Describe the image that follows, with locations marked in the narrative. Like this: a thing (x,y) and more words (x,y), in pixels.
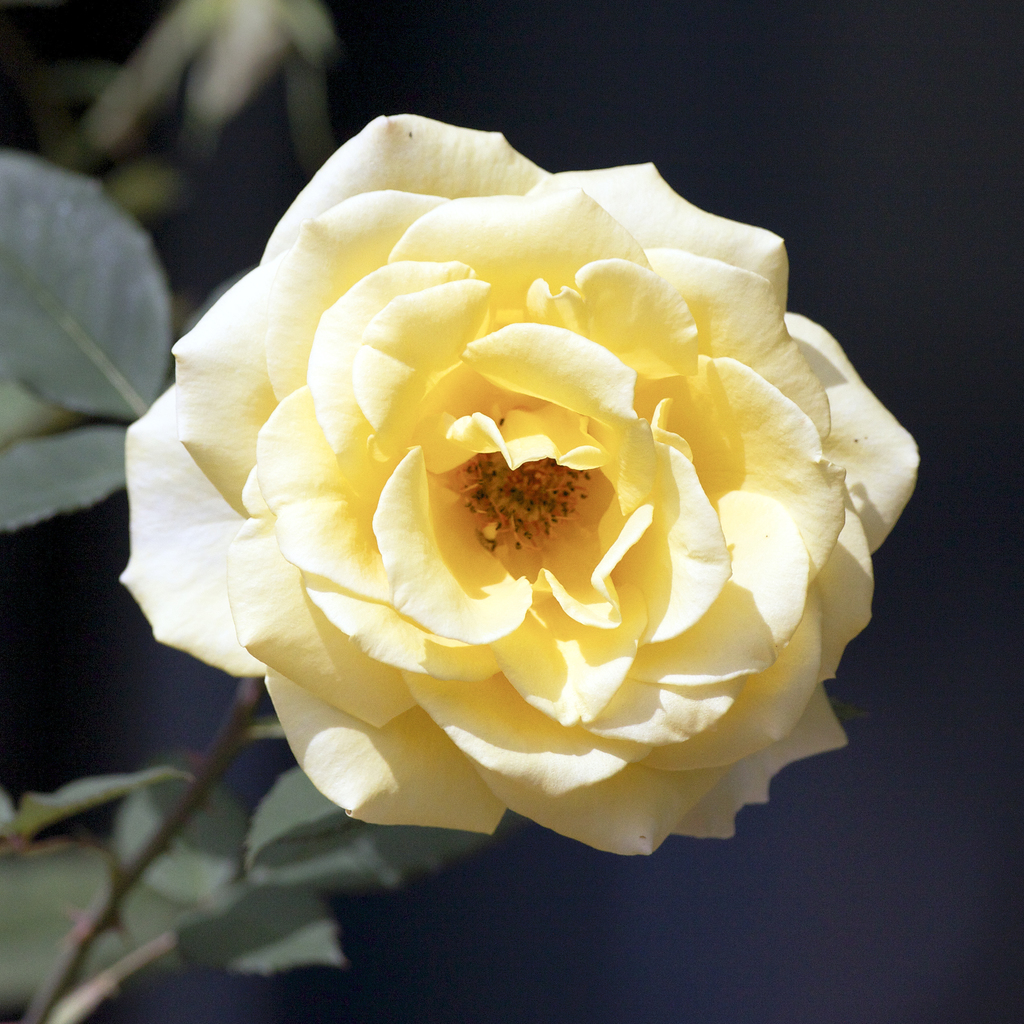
In this picture I can see there is a yellow color rose (449,538) and it has leaves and the flower (503,627) is attached to the stem (227,736). The backdrop (254,756) is dark.
